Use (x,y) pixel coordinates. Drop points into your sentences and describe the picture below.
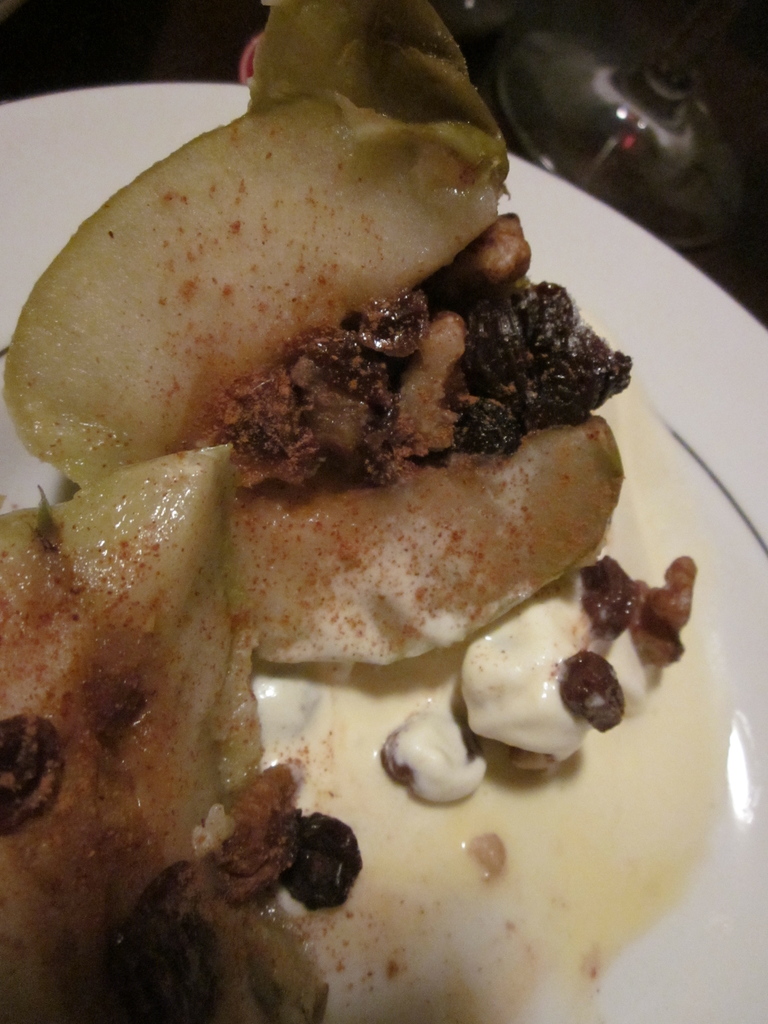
In this image I can see food (574,404) on a food plate (626,265) and I can see other objects (598,131) in the top right corner (647,46).
